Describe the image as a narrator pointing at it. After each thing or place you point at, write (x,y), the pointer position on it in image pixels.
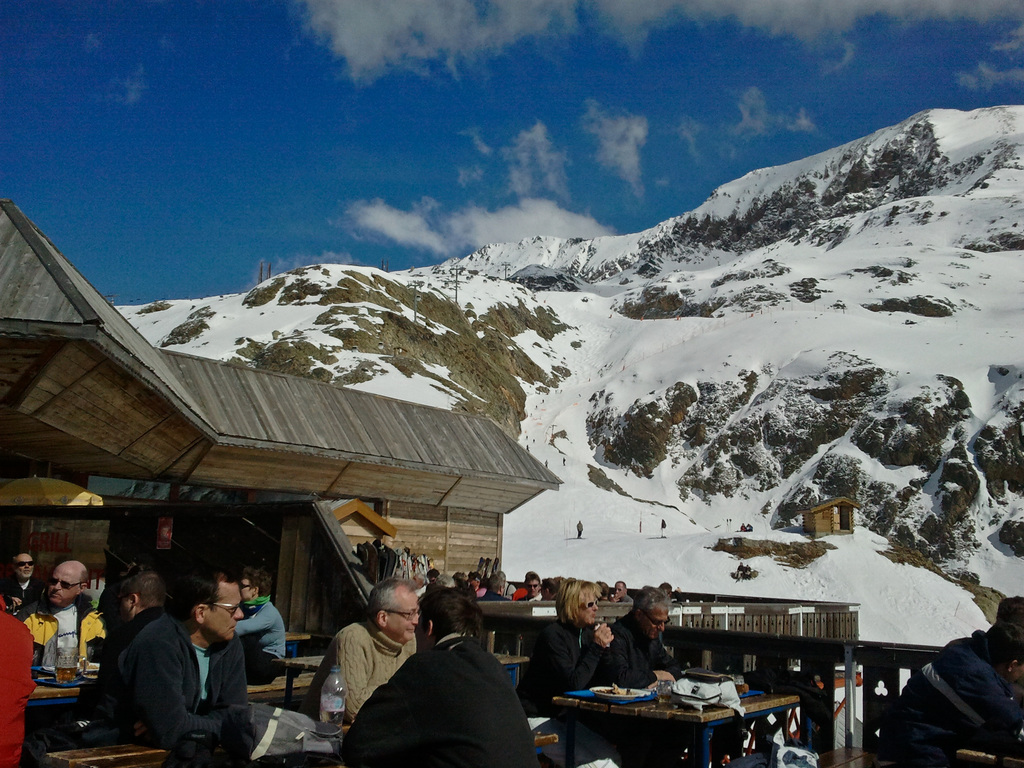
Here there are mountains (898,535) on the right side of an image (790,496) and snow (647,344) the sky (635,159) is sunny and the middle of an image (492,477) it looks like a food court (669,756) few people (368,693) are sitting at here and having food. He wear a sweater (379,660) and also spectacles (391,611).
